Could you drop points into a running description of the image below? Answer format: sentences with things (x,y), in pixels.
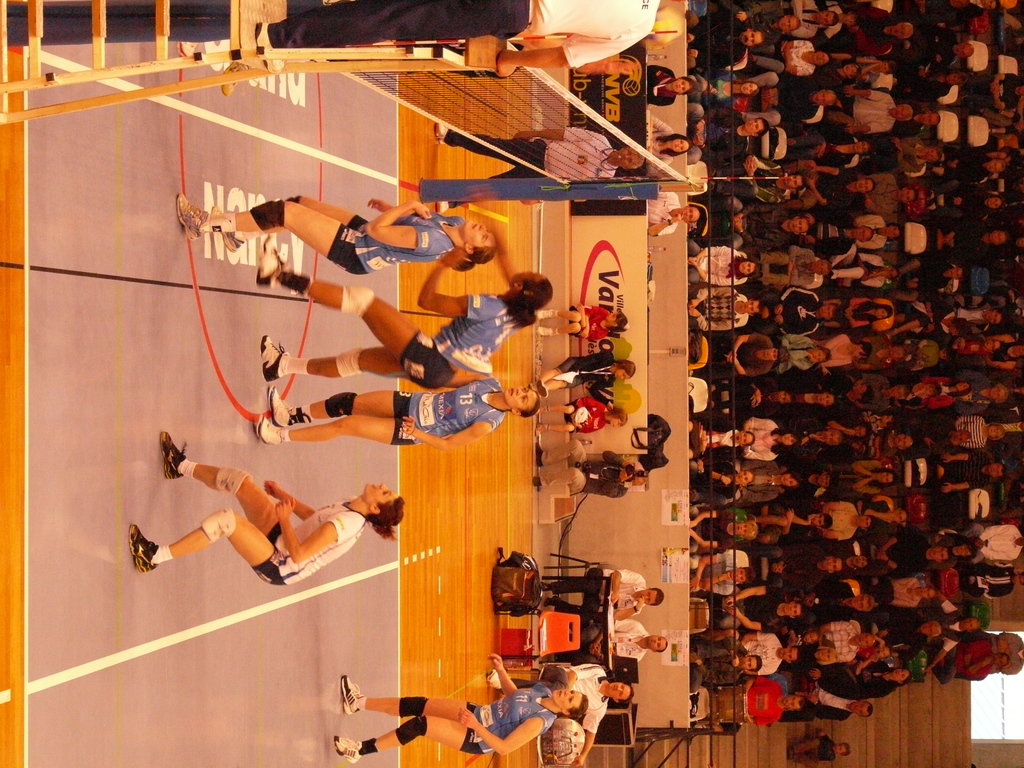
In this picture we can observe some women (346,528) playing volleyball in the court (181,379). We can observe a net (499,130) in the middle of the court (173,162). On the left side (314,33) there is an umpire (438,20) on the stand (159,34). We can observe some people (817,272) sitting and watching the game. There are men (776,553) and women (275,550) in this picture.
